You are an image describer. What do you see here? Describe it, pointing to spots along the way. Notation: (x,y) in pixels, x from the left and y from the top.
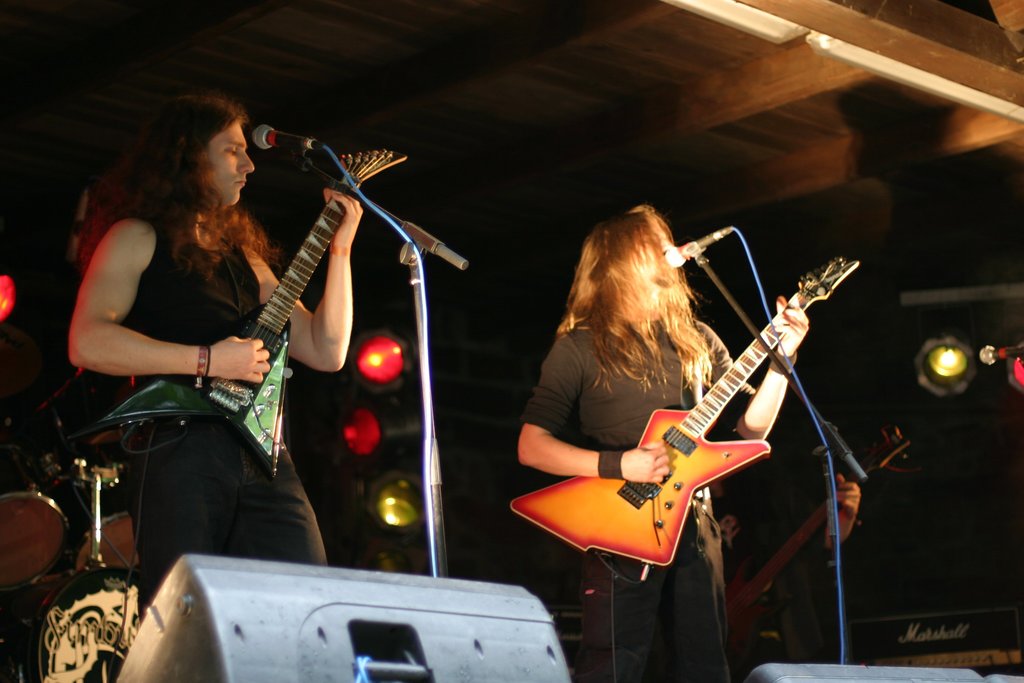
In this image we can see few persons (728,523) are playing guitars (265,435), microphones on the stands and at the bottom (333,590) there are objects (806,680). In the background (39,546) the image is dark but we can see a musical instruments (22,383), lights (377,350), roof (789,147) and on the right side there is a mic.
